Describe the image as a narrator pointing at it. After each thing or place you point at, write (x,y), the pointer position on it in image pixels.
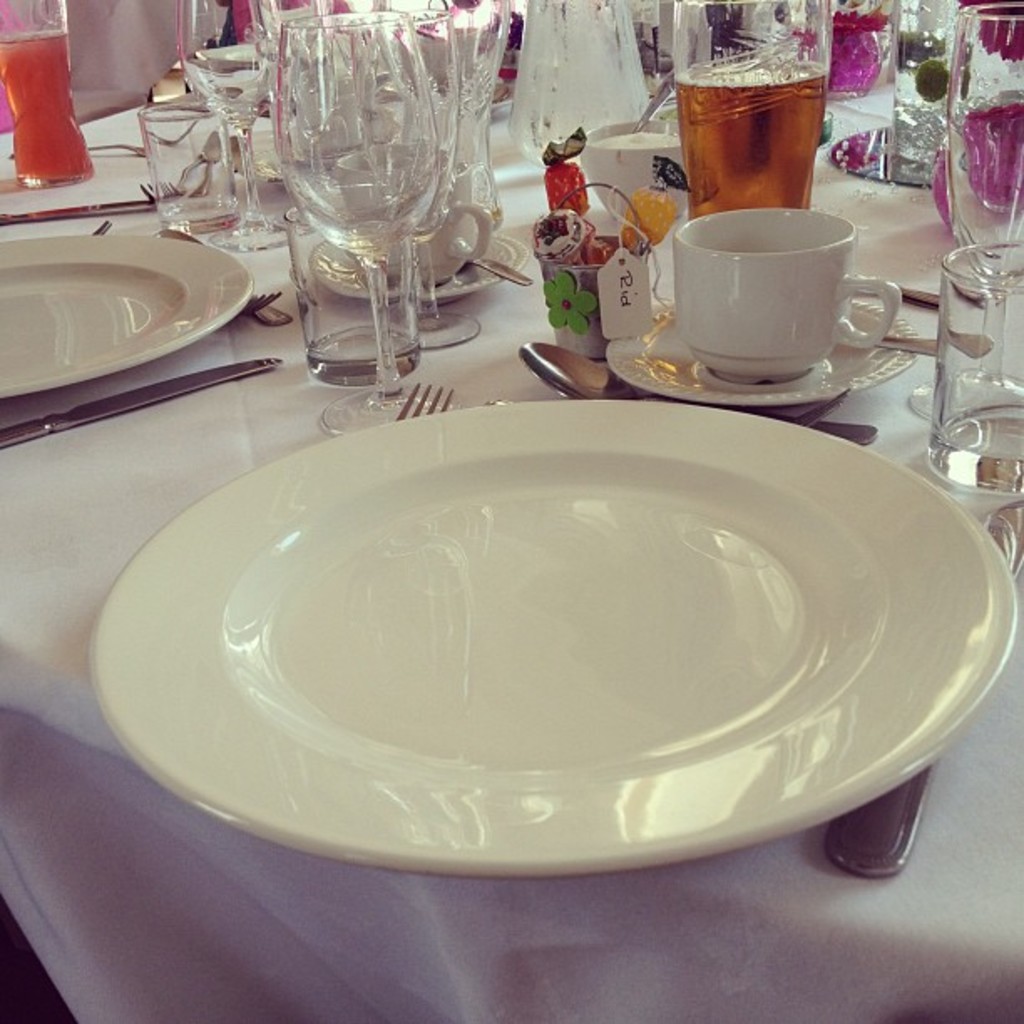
The picture is clicked on a dining table (103,548) where there is a white cloth (26,687) on top of it and glasses (335,152), plates (738,466), cups (738,374) are placed. There are also forks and spoons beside the plate (508,642).
